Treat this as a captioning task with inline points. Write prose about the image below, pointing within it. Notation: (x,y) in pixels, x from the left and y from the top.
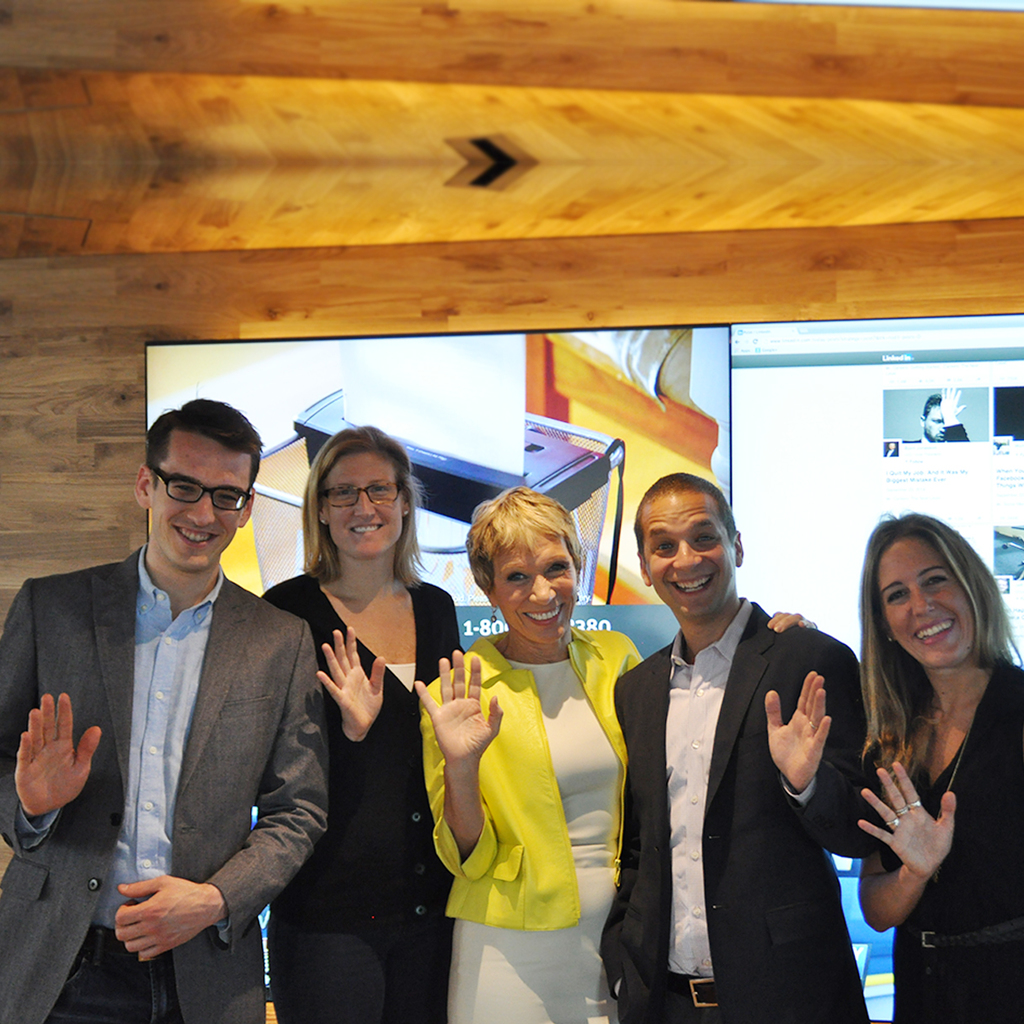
In the center of the image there are persons (481,827) standing on the ground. In the background (751,339) there is a screen (575,392) and wall (436,267).
